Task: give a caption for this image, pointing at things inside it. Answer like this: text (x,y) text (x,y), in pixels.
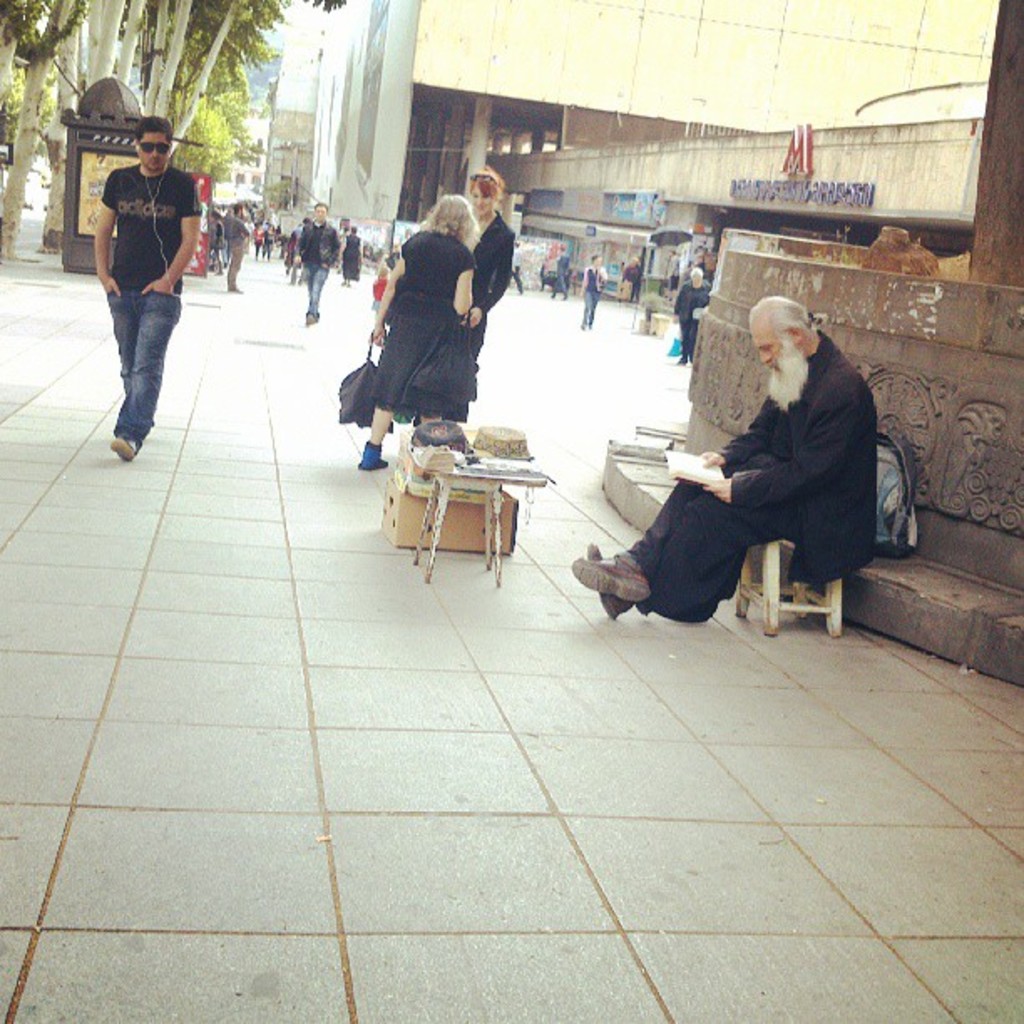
In this picture we can see some persons (415,340) where some are walking, standing and sitting on stool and in front of this man (744,445) we have table (502,483) and on table (481,472) we can see basket (505,448), papers (461,458) and in the background (416,8) we can see building (544,55), banners (634,219), trees (225,80).
